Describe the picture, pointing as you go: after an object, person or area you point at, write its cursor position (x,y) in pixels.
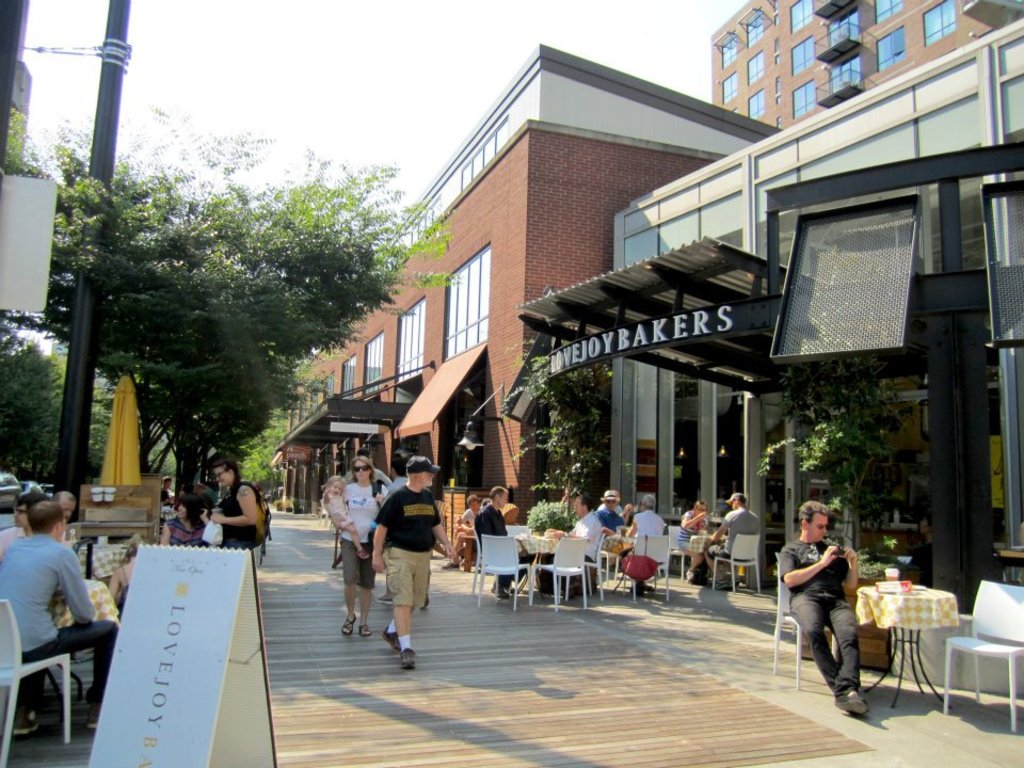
It is a street (386,700) and there is a cafe (685,375), a lot of people (501,502) are sitting outside the cafe (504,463), there are few trees (822,426) around them and behind the cafe (751,227) there are some other buildings (708,150). On the left side (179,562) there is notice board (246,688) kept on the floor (328,641) and beside the board (223,618), some people (355,546) are walking on the path (376,605) and on the left side (149,377) there are many trees (108,383) and cars (27,482) are parked beside those trees (4,355).
